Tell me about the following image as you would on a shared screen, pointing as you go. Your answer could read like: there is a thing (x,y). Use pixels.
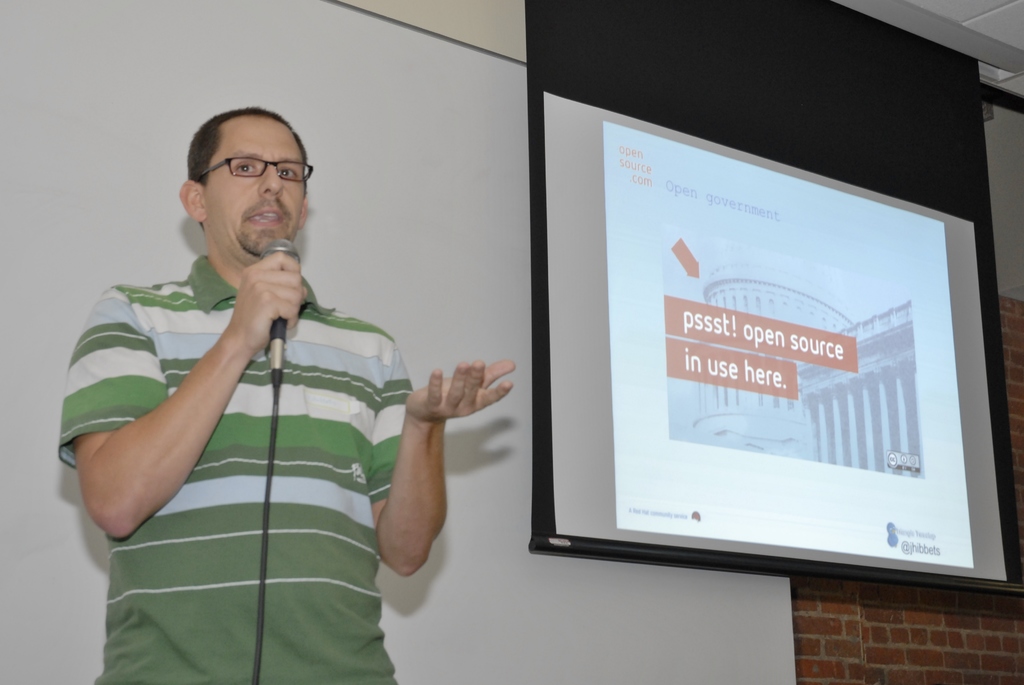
In this image there is a man (214,327) who is wearing the spectacles (251,175) is holding the mic (271,330). On the right side (735,256) there is a projector (794,346). In the background (856,608) there is a wall (903,636). On the left side (341,45) there is a board (394,102) in the background (368,58).
